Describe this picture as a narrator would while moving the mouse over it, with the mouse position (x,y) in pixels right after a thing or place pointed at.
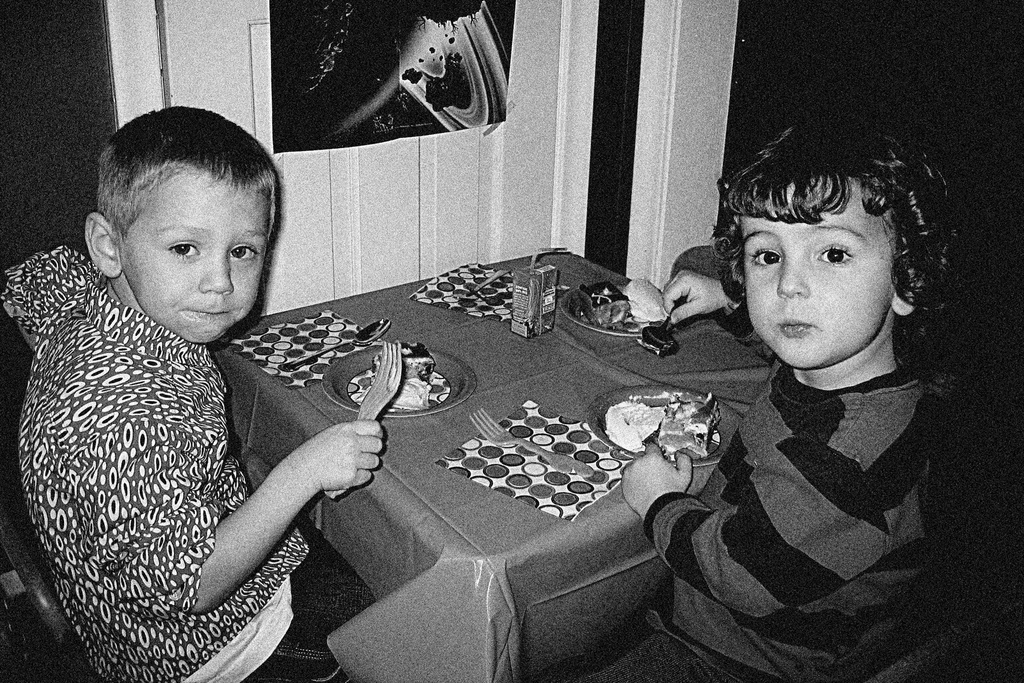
This is of a black and white image. This is a table (472,520) covered with a cloth (541,584). These are the dining mats (530,417). I can see a plate (440,364), spoons (383,328), drink packet (515,296) placed on the table (501,346). There are two small boys (317,554) sitting on the chairs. This a poster (317,90) attached to the wall (225,58).
